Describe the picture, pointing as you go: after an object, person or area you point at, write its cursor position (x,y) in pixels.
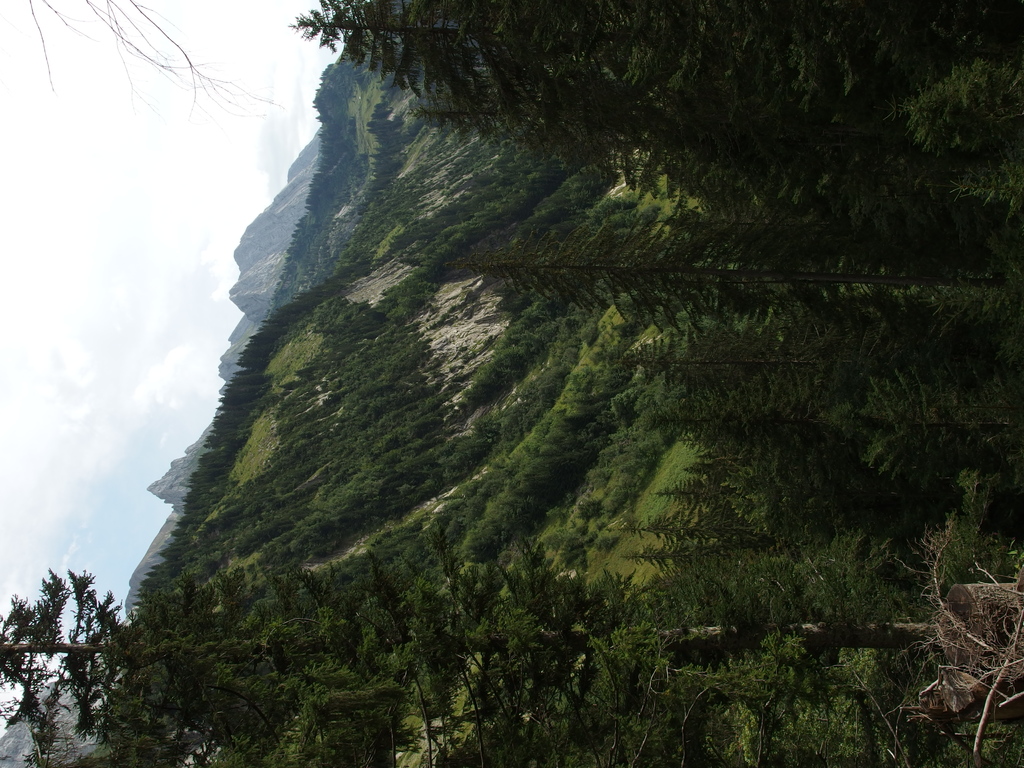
This image consists of mountains (557,206) which are covered with plants (400,327) and trees (376,433). To the left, there is a tree (55,595). And there are clouds (111,203) in the sky (111,152).
